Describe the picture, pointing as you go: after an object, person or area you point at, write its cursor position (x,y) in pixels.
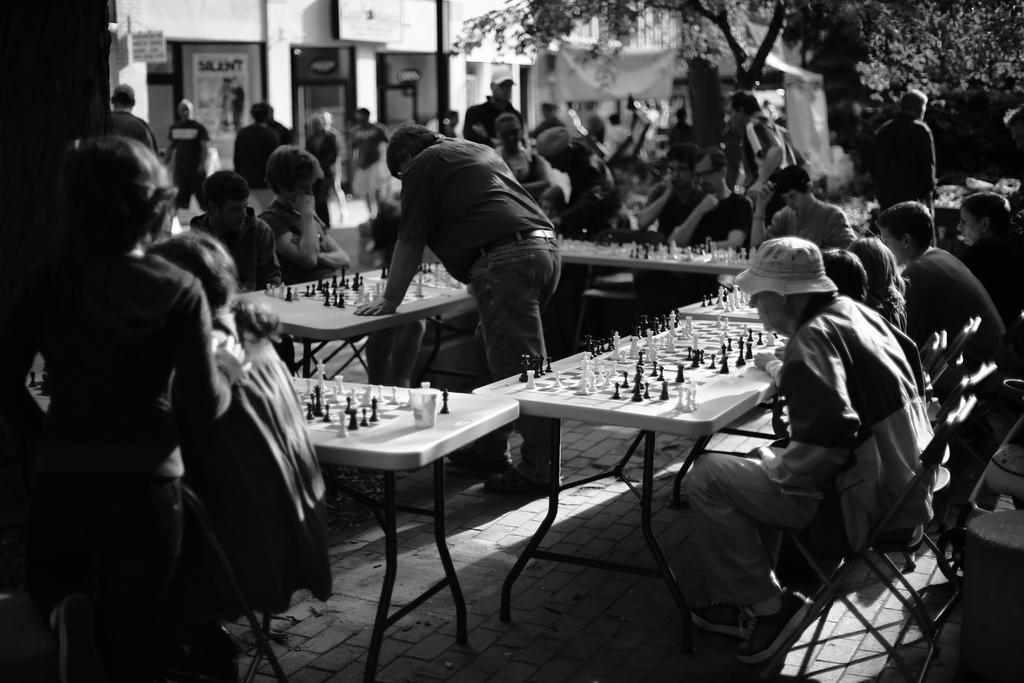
In the foreground of this image (776,267), where we can see persons (800,267) sitting around the tables (555,469) on which there are chess boards (673,362) and chess coins (668,368) on it. In the middle (487,310), there is a man (484,254) standing. In the background (633,124), there are persons (894,134), buildings (288,40), trees (741,24) and on the bottom (481,677), there are chairs (902,534) and the pavement (513,650).
